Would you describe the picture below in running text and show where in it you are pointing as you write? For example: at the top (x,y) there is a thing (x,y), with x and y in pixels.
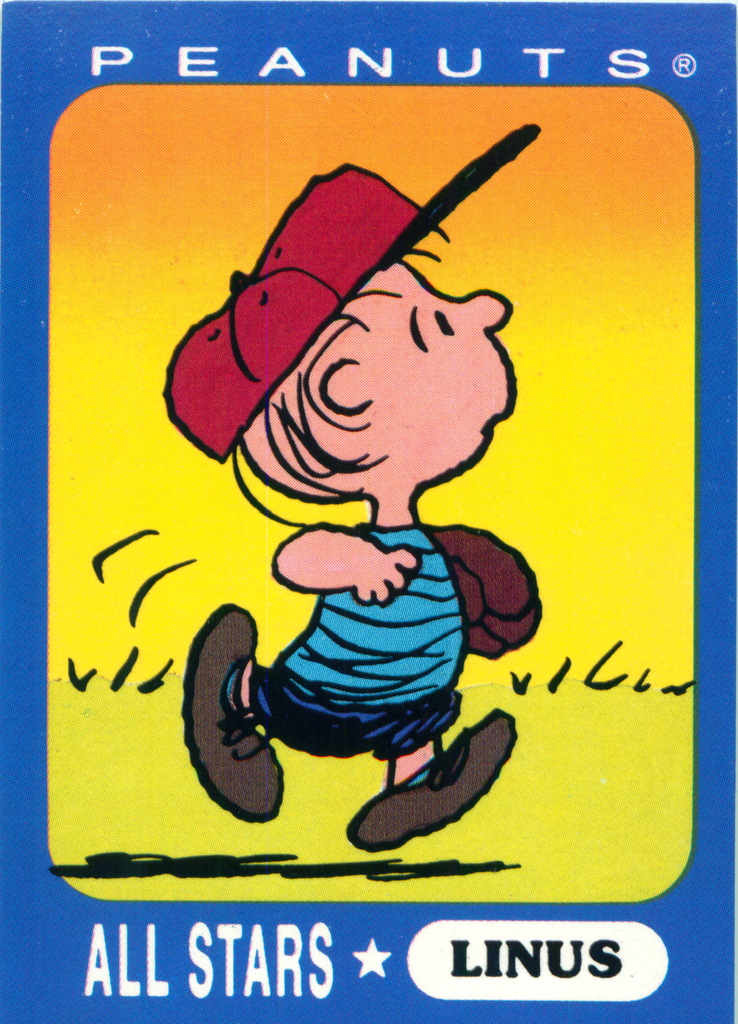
This is poster (599,663). On this poster (371,181) we can see an animated person (357,603). Something written on this poster (335,963).
